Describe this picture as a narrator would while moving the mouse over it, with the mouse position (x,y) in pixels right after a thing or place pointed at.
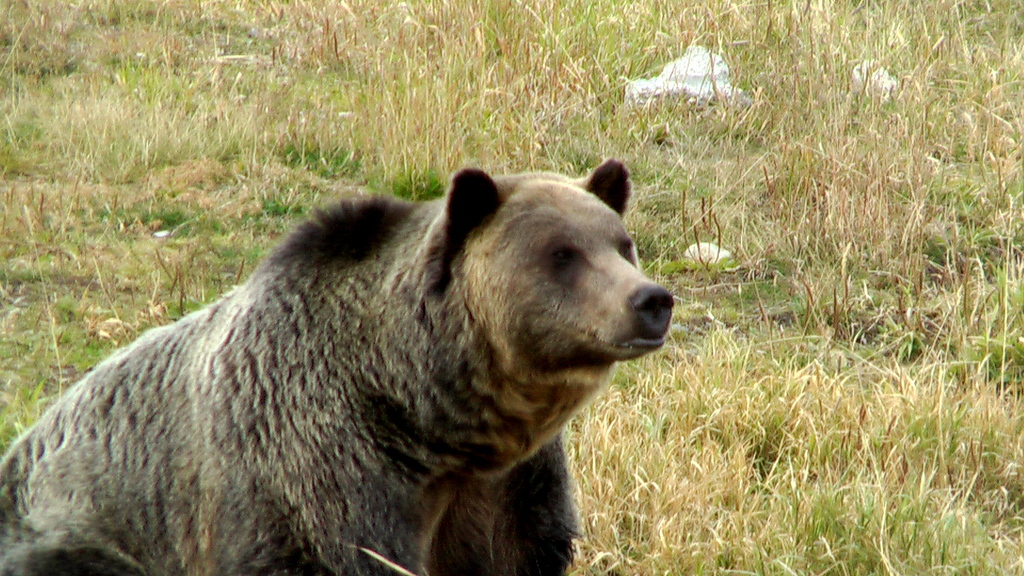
In this image we can see a bear (240,353) on the ground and grass (412,59) in the background (835,221).
